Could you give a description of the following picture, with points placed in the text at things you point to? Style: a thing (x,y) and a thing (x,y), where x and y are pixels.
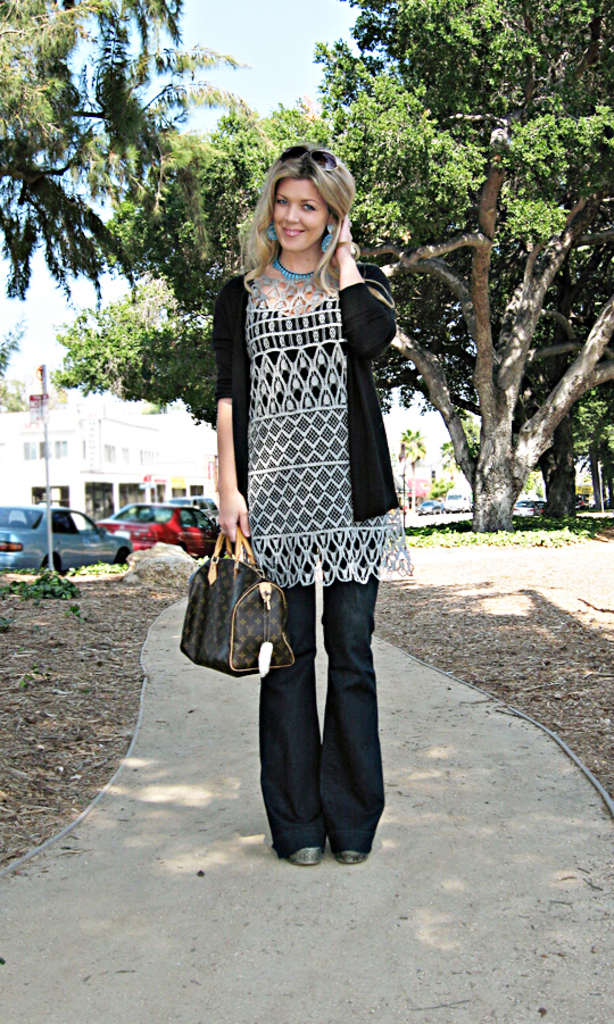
This a picture consist of a road (88,843) and back ground (261,34) there are some trees (418,174) and there is a sky (268,31), a woman (315,232) stand on the road (296,885), she is smiling, she holding a bag (224,598) on her hand (223,532), there are some cars (120,521) in front of the building (133,489).
